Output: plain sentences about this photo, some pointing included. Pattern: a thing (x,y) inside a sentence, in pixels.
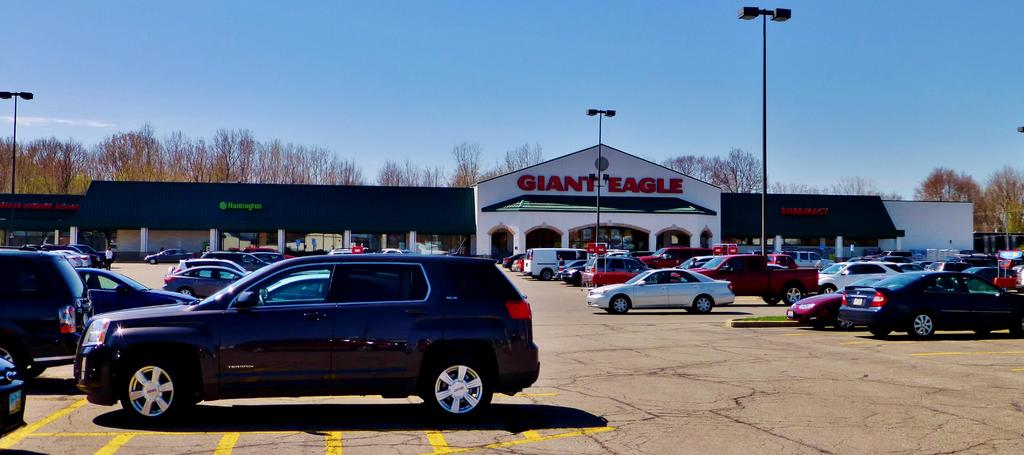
In this image we can see a few vehicles (779,284) parked on the ground (675,375), there are light poles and buildings (568,218) with text (62,205) and in the background (278,175) there are trees (212,160) and the sky (484,82).
